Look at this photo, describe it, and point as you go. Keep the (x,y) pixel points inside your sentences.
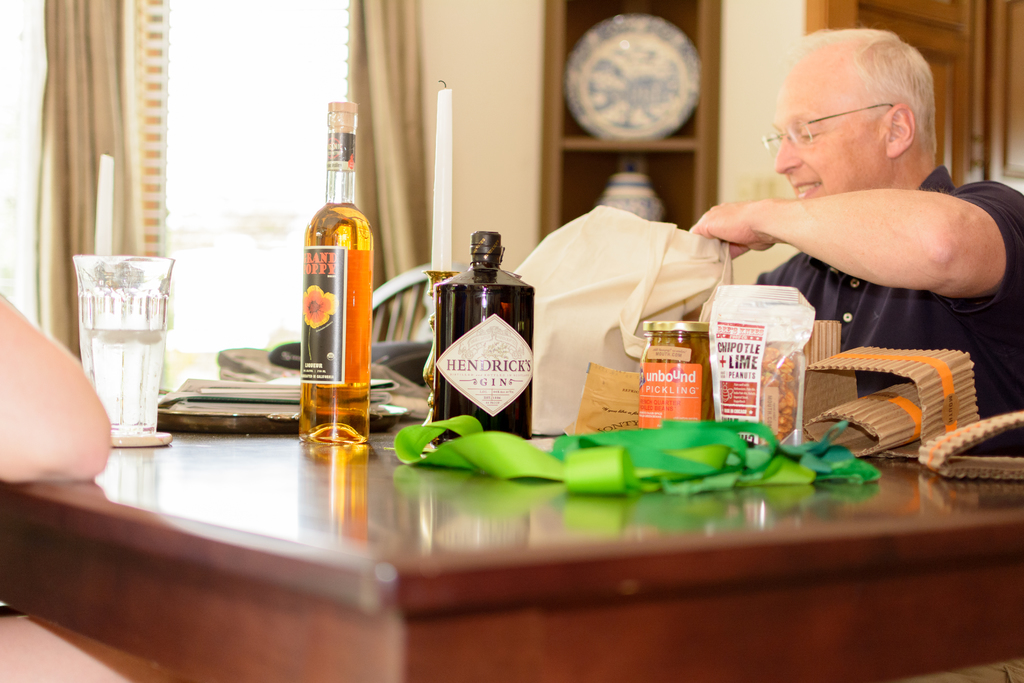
On the table (530,568) we have glass (148,327), bottle (324,336), candle (440,193), cover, food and person (845,268) are sitting beside the table (38,506), here there plate (641,84), window (254,122) and curtains (356,70).
